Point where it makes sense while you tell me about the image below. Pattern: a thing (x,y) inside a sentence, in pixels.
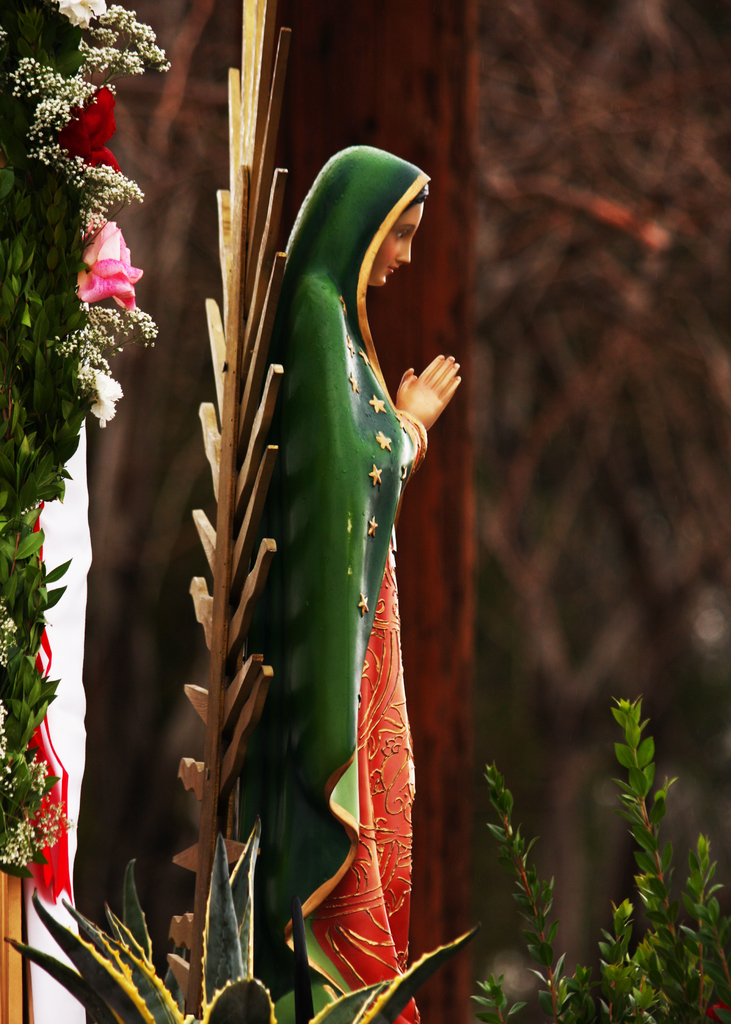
In this image we can see a statue (357,349) of a woman (357,349) with green and red color and some flowers decoration (51,339) at the back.
